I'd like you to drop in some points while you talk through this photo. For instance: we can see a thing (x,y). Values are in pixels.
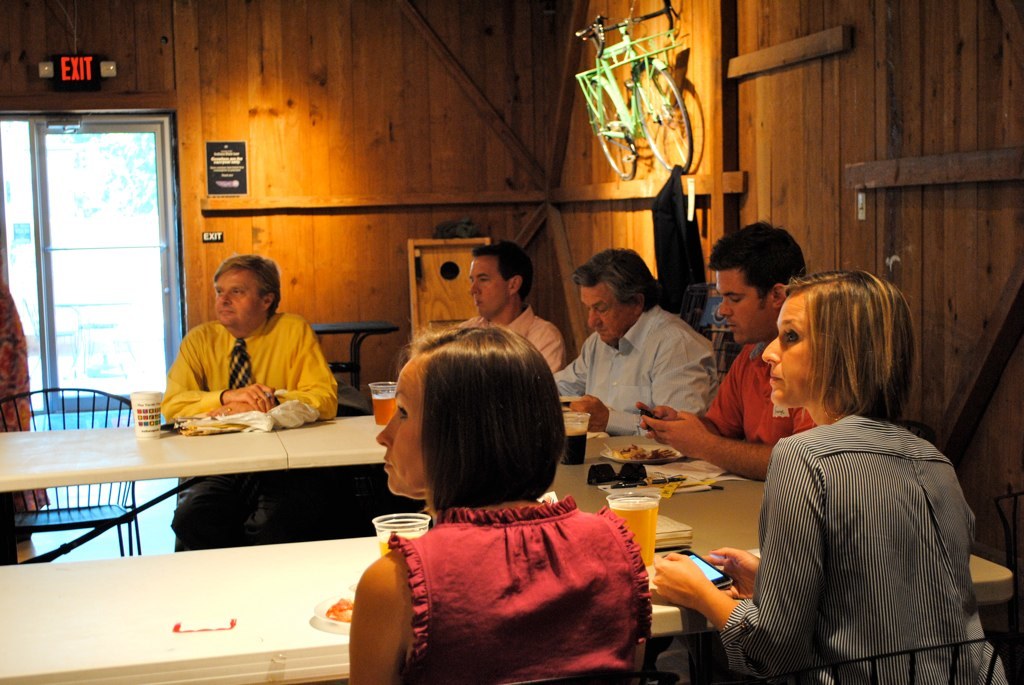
There are group of people (687,386) sitting on a chairs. This is a table (290,464). On this table (725,511) there is a tumbler (149,431), some food items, goggles (605,469), plate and some other objects (658,476) are placed on the table (740,510). At background (626,123) I can see a bicycle (642,92) attached to the wall (684,61). This is the exit light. This is a chair (119,401), and I think this is the entrance door (99,324).
